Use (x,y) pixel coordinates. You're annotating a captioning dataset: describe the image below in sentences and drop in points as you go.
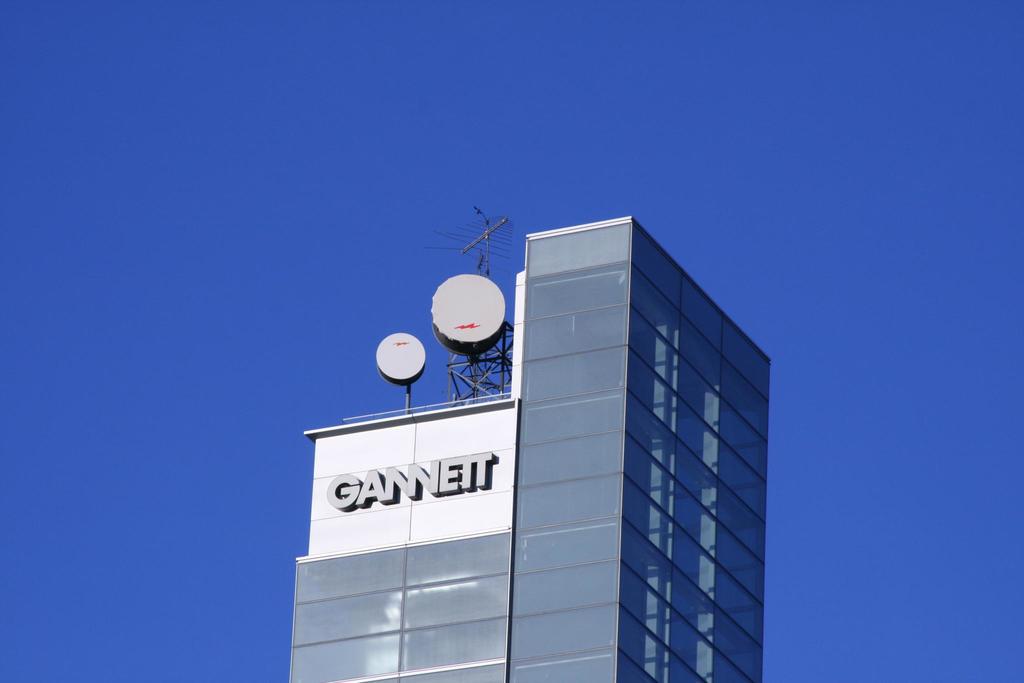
In this image, we can see a glass building (608,599). Here we can see few objects (479,328), antenna (458,297). Background (901,658) there is a clear sky (775,293).
